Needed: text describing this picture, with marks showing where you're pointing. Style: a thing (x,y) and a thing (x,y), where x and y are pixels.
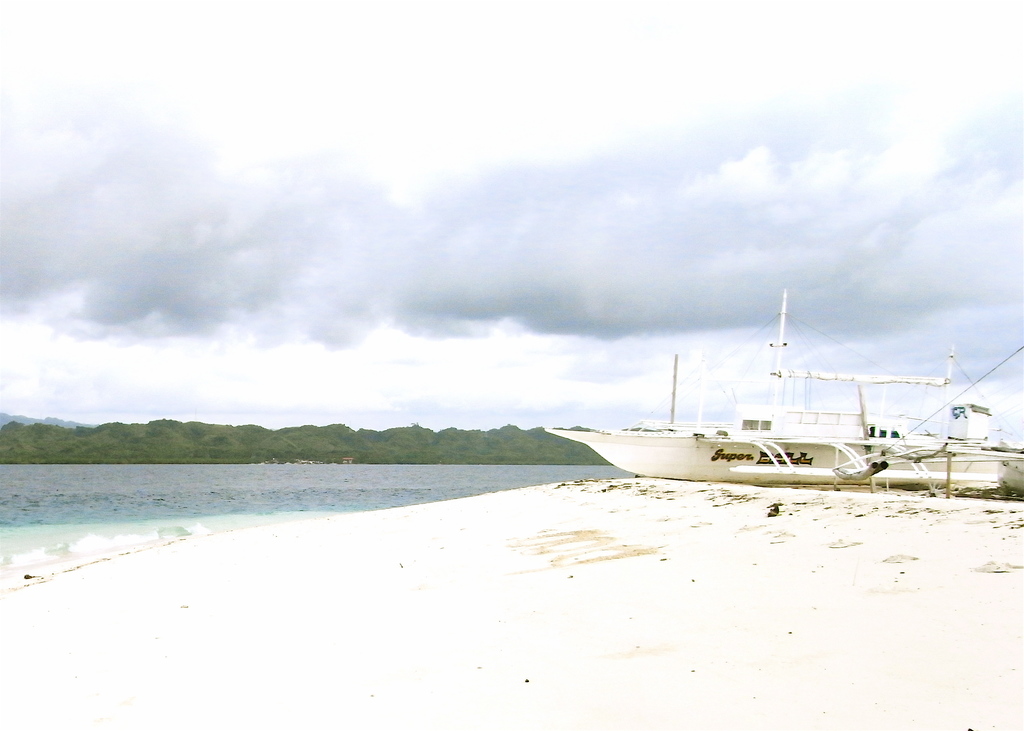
In this image there is a ship (980,476). At the bottom of the image (606,601) there is sand (633,595). In front of the ship (632,443) there is water (269,478). In the background of the image (344,456) there are trees (234,450) and sky (328,272).
